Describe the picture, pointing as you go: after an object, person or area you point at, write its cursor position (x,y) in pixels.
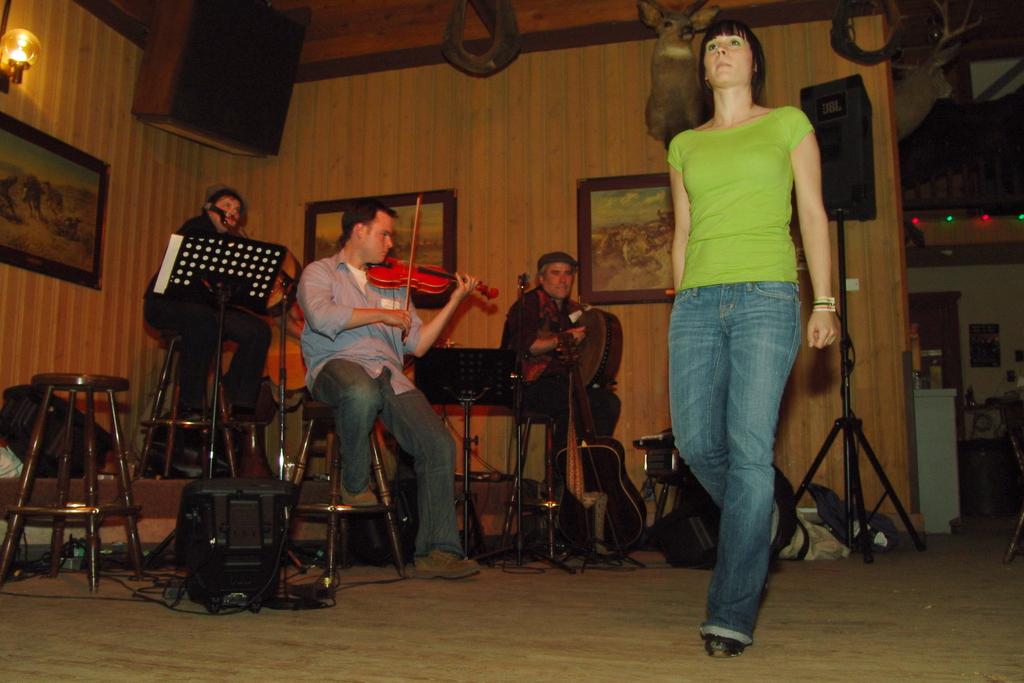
There is a woman (755,407) walking and there are people (268,326) sitting on chairs (333,443) and playing musical instruments (439,275). We can see guitar (618,485), devices (246,510) on the floor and stands (856,463). We can see frames (310,213) on the wall (570,196), animal statue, light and speakers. In the background (992,338) we can see objects (992,338) on the platform (937,412) and wall (952,275).
